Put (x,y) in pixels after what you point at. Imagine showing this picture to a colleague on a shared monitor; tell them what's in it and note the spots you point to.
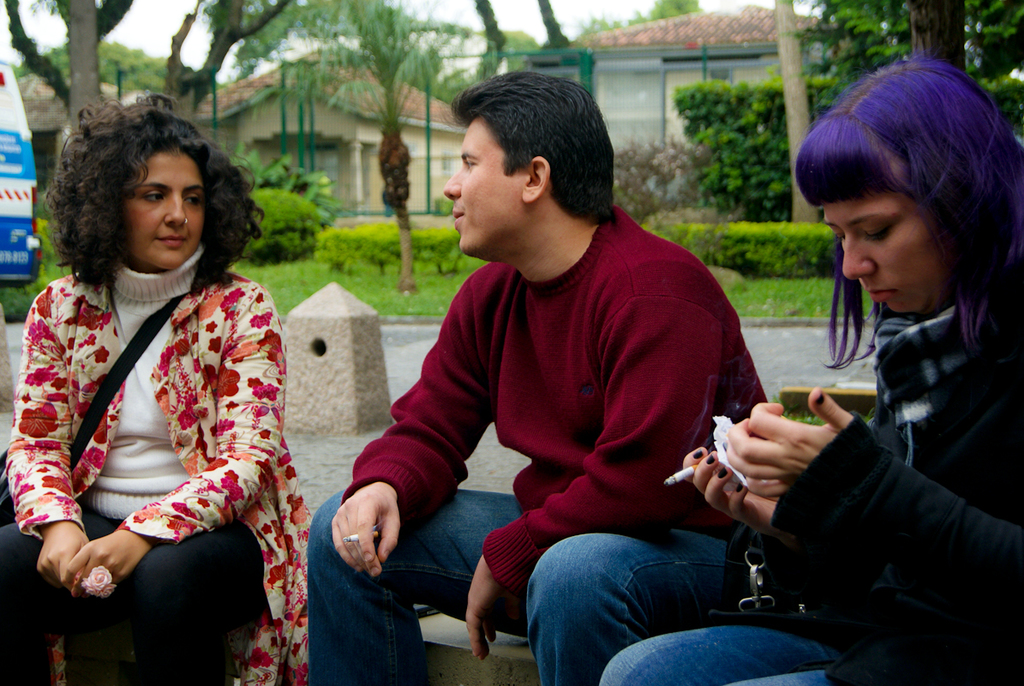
In this image we can see the people (447,489) sitting on a ledge (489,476) and holding cigarette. In the background (24,127), we can see the trees (402,255), grass (312,278), vehicle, houses (665,96), rods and the sky (520,24).
